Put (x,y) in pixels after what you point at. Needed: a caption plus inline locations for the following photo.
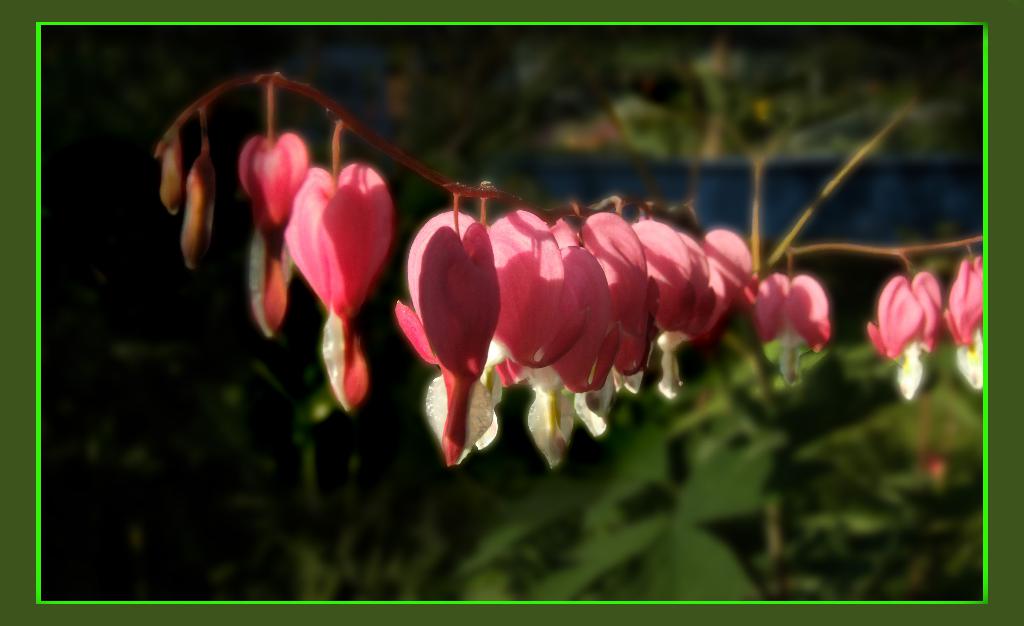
This image consists of a plant (628,293) having red color flowers (419,343). In the background (934,402), there are green leaves (971,538). The image border is in green color.
